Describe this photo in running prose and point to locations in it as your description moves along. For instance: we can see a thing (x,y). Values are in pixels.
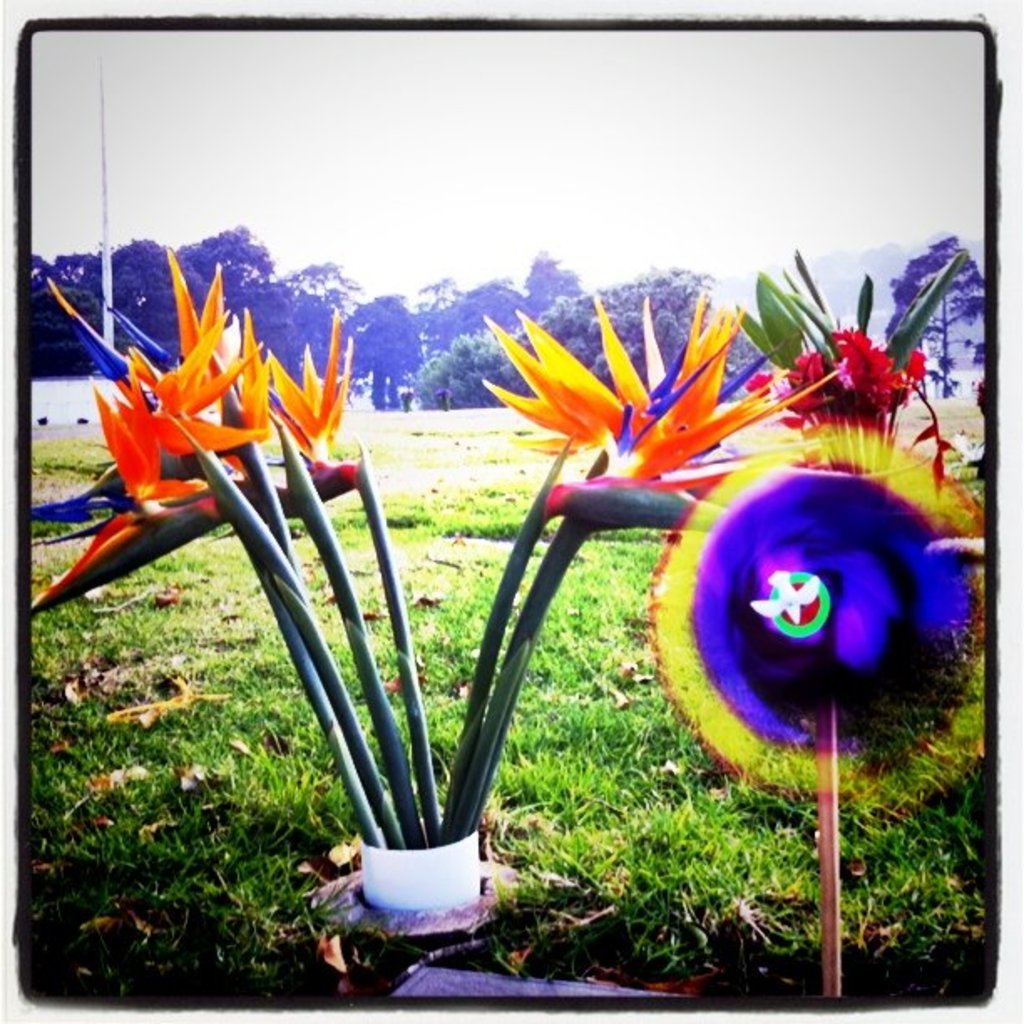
In this image at the bottom (650,718), there are plants (817,348), flowers (674,430), grass (702,840). In the background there are trees (629,334) and sky (709,253).
